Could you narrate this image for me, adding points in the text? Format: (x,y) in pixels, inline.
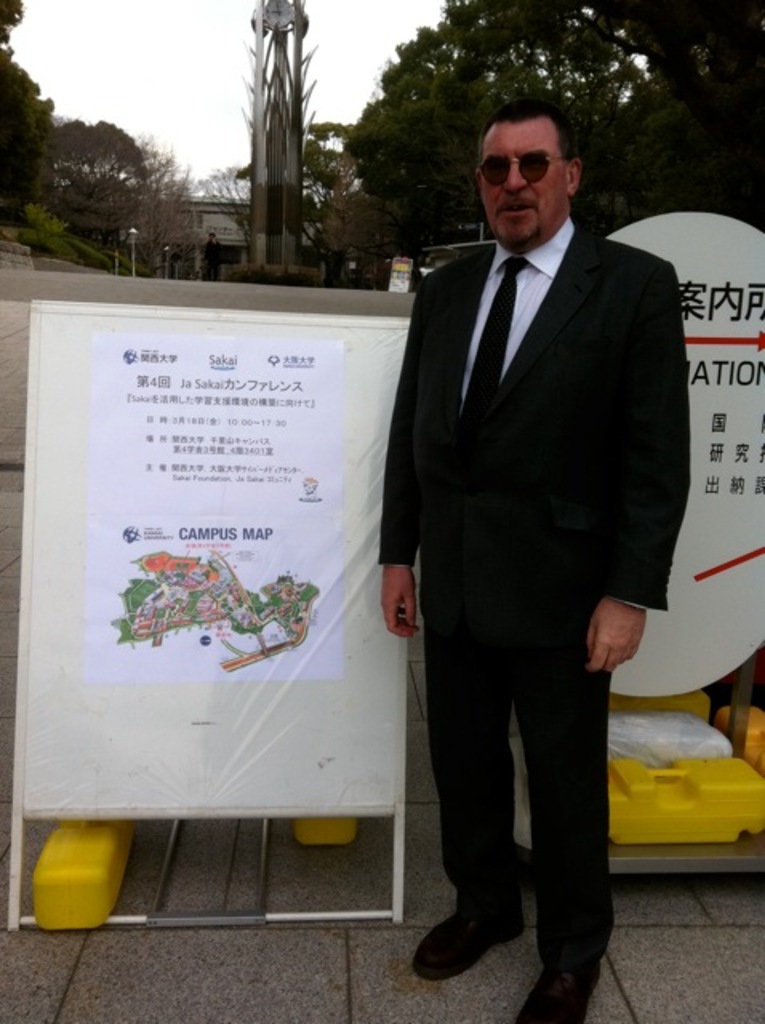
In this image I can see a person (558,456) wearing white shirt (533,289), black tie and black colored dress (567,746) is standing on the ground (9,810). I can see few banners (367,643) which are white in color and few yellow colored objects (714,834) behind him. In the background (696,20) I can see few trees (517,63), few buildings (204,205), few poles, a tower (281,38) with a clock (273,6) on top of it, a person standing and the sky (234,56).
